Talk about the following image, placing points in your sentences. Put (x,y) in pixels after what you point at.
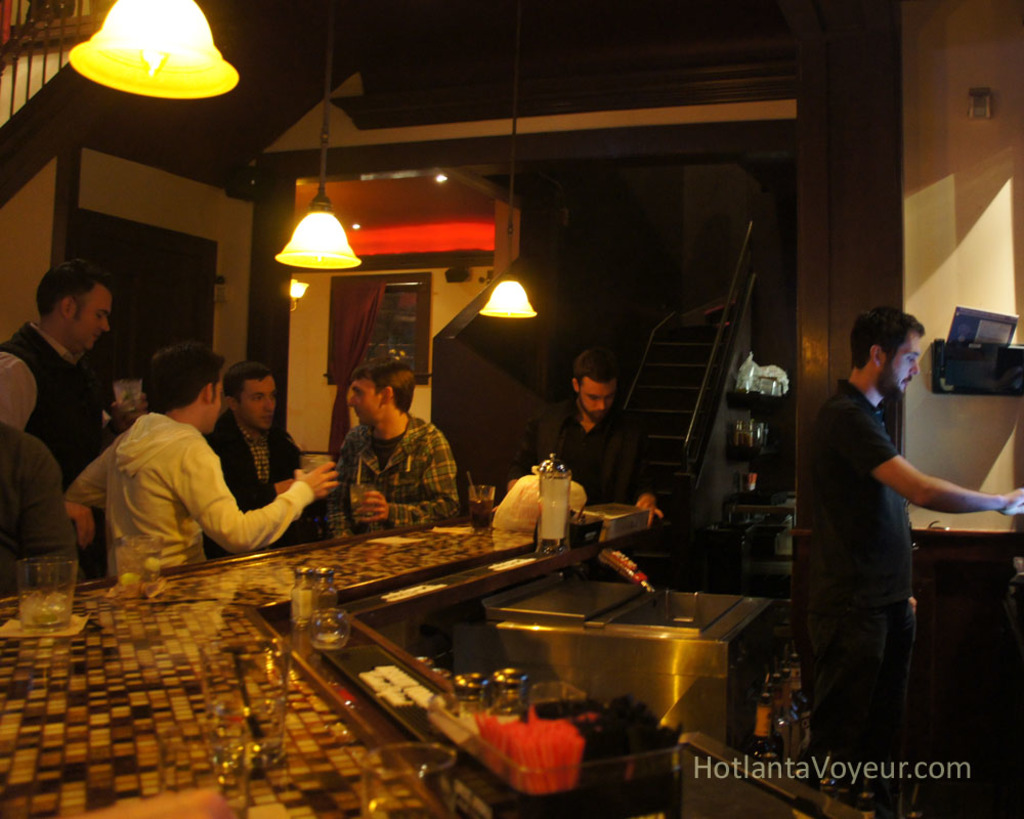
In this picture I can see the counter top (452,587), on which there are few glasses (491,490) and other few things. On the right side of this picture (897,699) I can see a man (868,533) standing and I see few bottles (788,689) near him. On the left side of this image (252,462) I see few more men (370,371) standing. On the top of this image (166,67) I can see the lights (163,78). In the background (699,264) I can see the steps (699,405) and I can see the wall (28,271). On the bottom right corner of this picture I can see the watermark (734,755).
